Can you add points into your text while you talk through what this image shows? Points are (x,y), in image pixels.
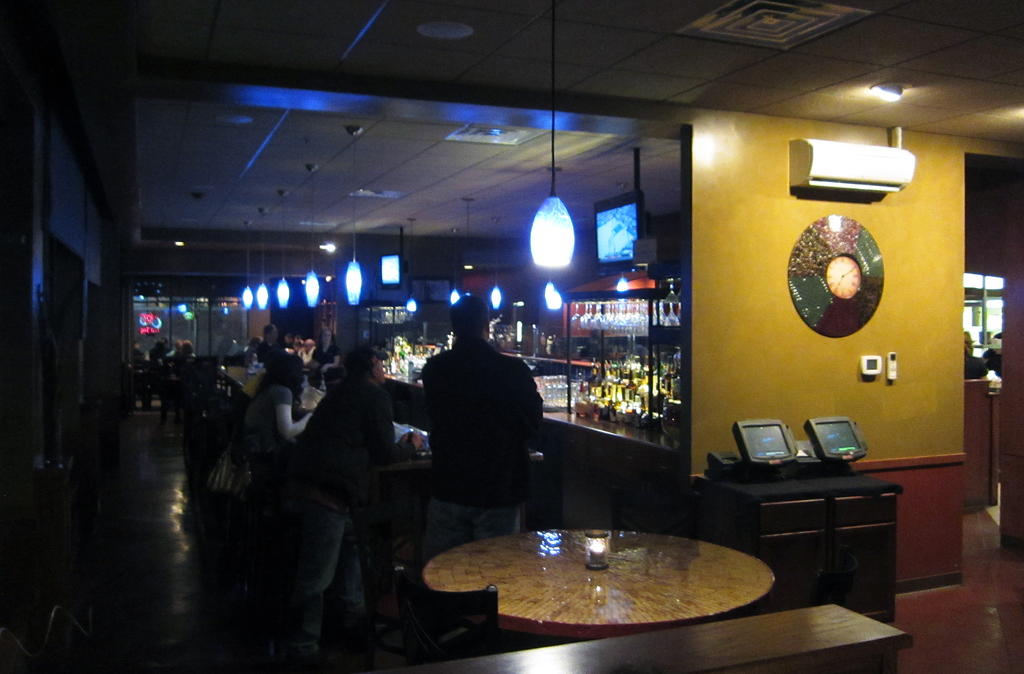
In this image I see people (528,385) in which few of them are standing and rest of them are sitting on chairs (150,398) and there are tables (749,575) in front of them and on this counter top (660,434) I see bottles (663,385) and other things (663,401) and In the background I see the lights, 2 monitors (851,444) over here, a TV (602,204) and the glasses (664,303) over here.
